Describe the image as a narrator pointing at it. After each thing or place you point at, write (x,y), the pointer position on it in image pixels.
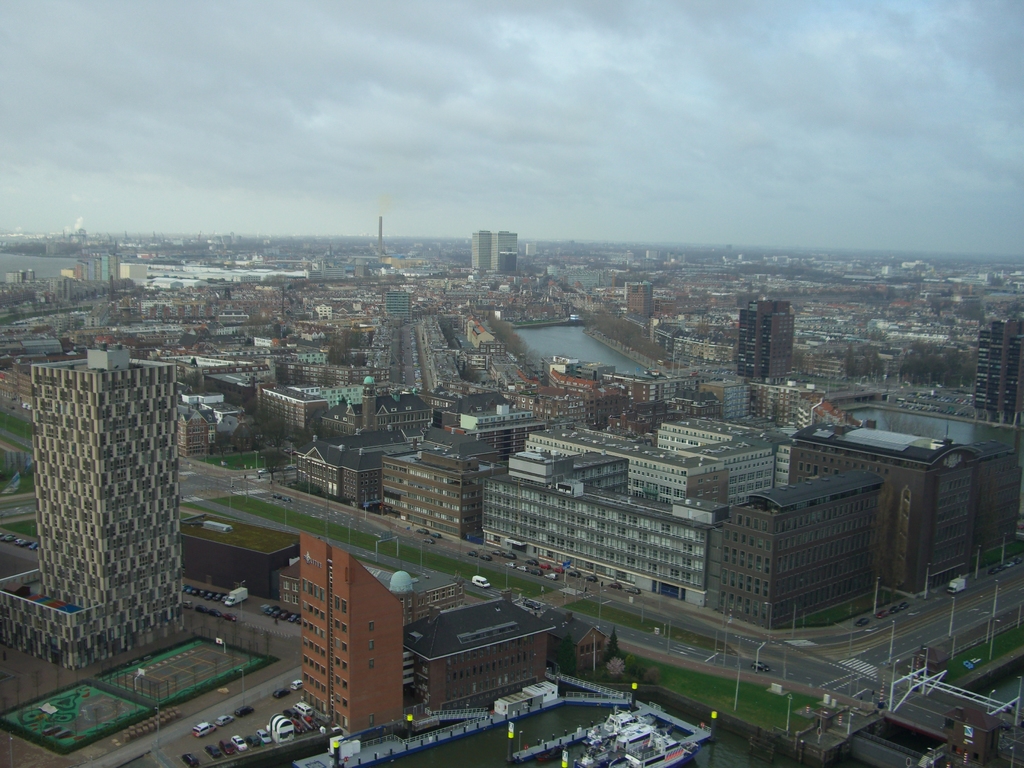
This is a city (436,508). Here we can see buildings (61,446), windows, poles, vehicles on the road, grass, water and clouds (585,149) in the sky (487,159).
